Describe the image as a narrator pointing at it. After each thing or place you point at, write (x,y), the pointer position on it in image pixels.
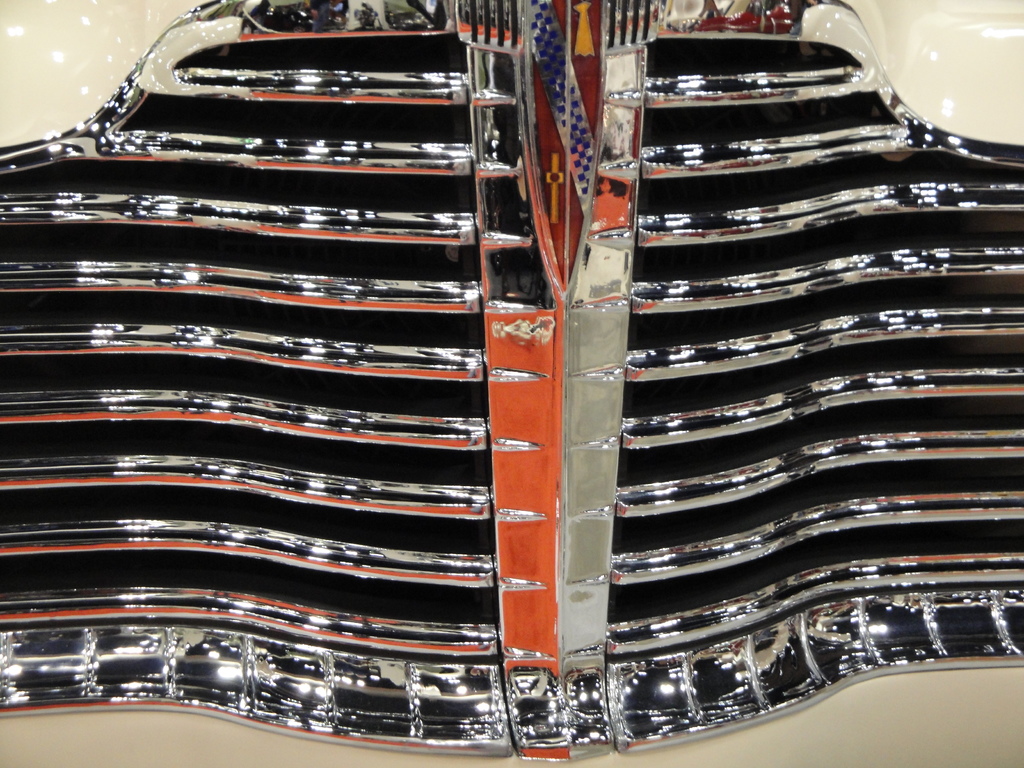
In this image there is a picture of a vehicle (483,292). There are few grills (514,209) to the bumper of a vehicle (918,115).
